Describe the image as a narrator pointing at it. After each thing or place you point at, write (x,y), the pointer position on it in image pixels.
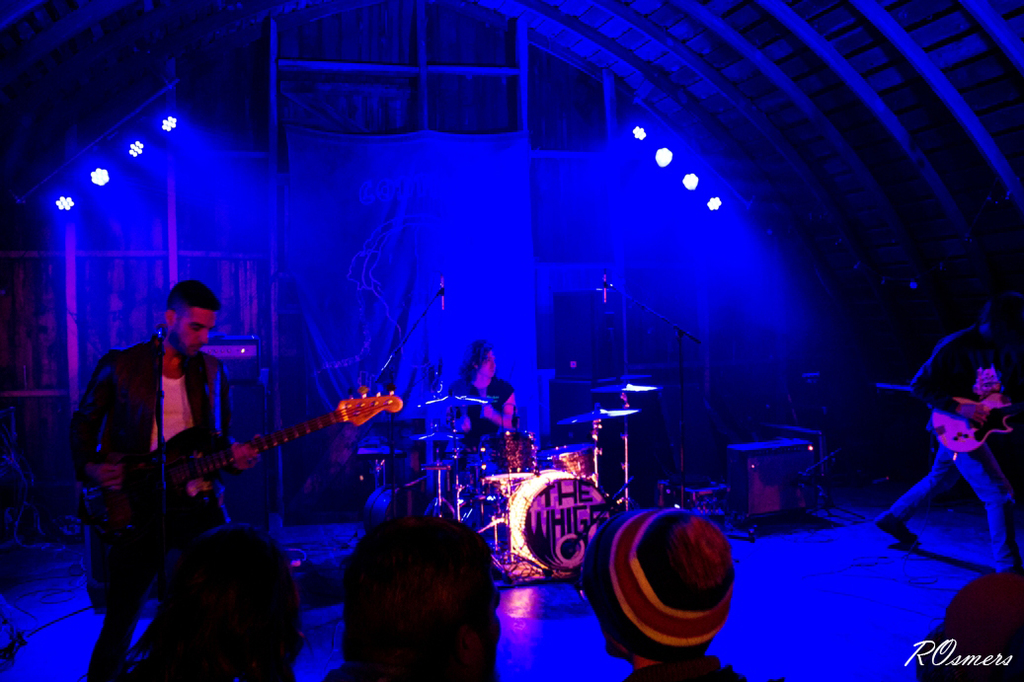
In this image on the left side (149,400) there is one man (120,563) who is standing and he is playing guitar (309,426), and on the right side (973,408) there is another man (950,402) who is standing and he is playing a guitar (965,434). And on the bottom (634,578) there are some people (495,601) and in the center (489,402) there is one person (484,414) who is sitting and playing drums (454,460) and on the background (251,175) there is a wooden wall (635,204) and some lights (641,138) are there.
